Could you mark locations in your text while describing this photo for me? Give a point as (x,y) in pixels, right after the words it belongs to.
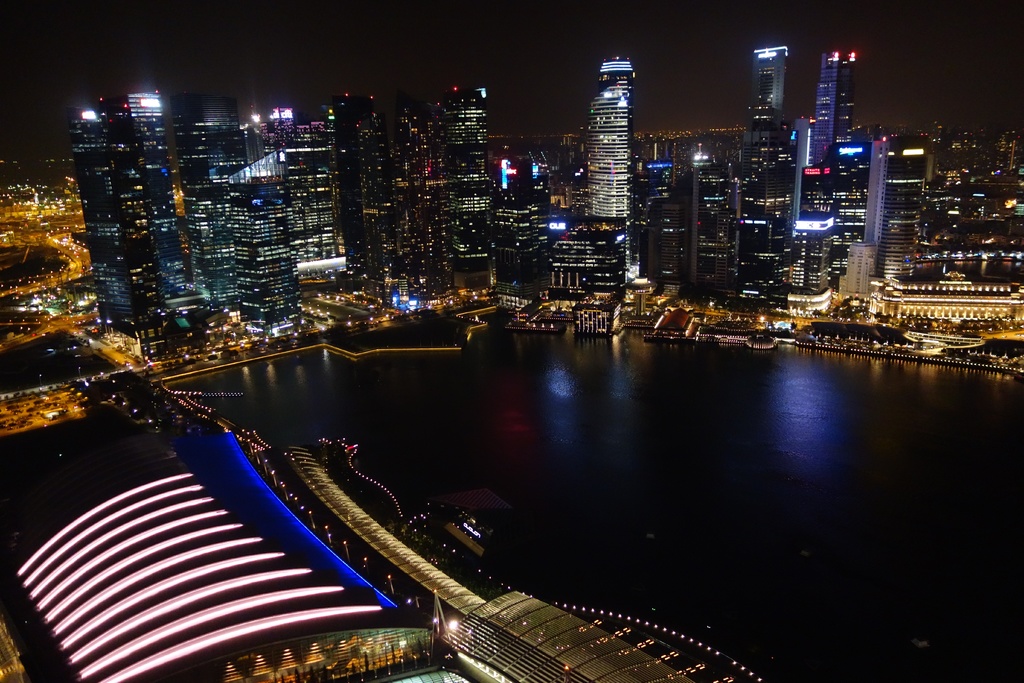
This image is clicked from a top view. There are many buildings (96,253) and skyscrapers (503,187) in the image. To the left (44,276) there are roads (74,317). In the center (566,405) there is the water (596,473).
